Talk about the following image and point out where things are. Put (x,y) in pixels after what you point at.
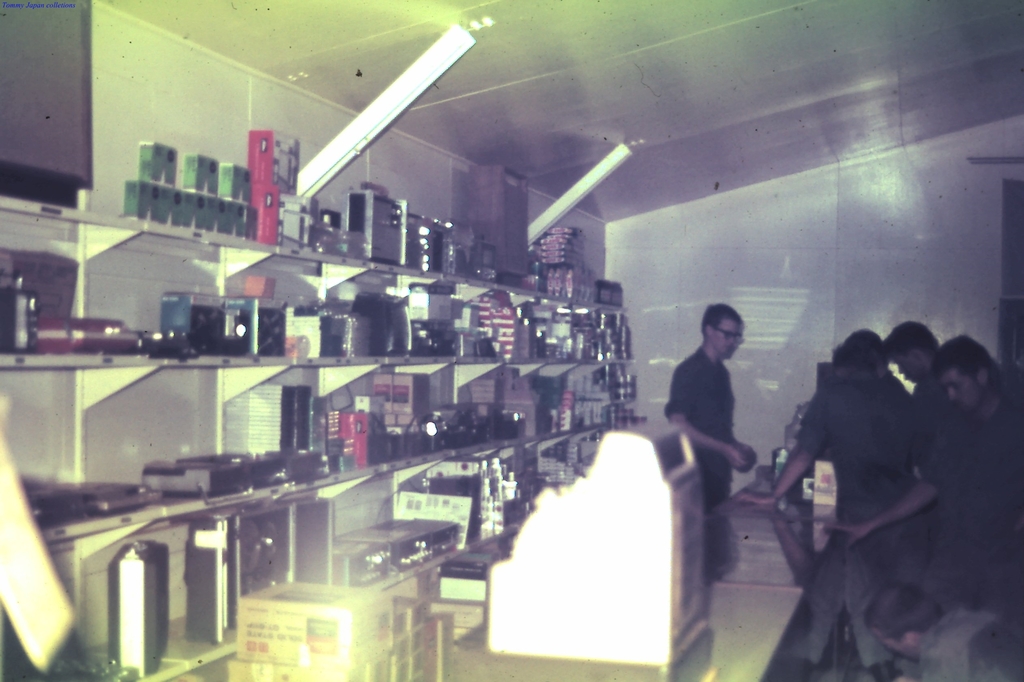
In the picture I can see few persons (936,395) standing in the right corner (767,507) and there is a table (770,524) in front of them which has few objects (780,467) placed on it and there is another person (724,383) standing in front of them and there are few objects (384,438) placed on shelves (233,388) in the left corner (274,409).
